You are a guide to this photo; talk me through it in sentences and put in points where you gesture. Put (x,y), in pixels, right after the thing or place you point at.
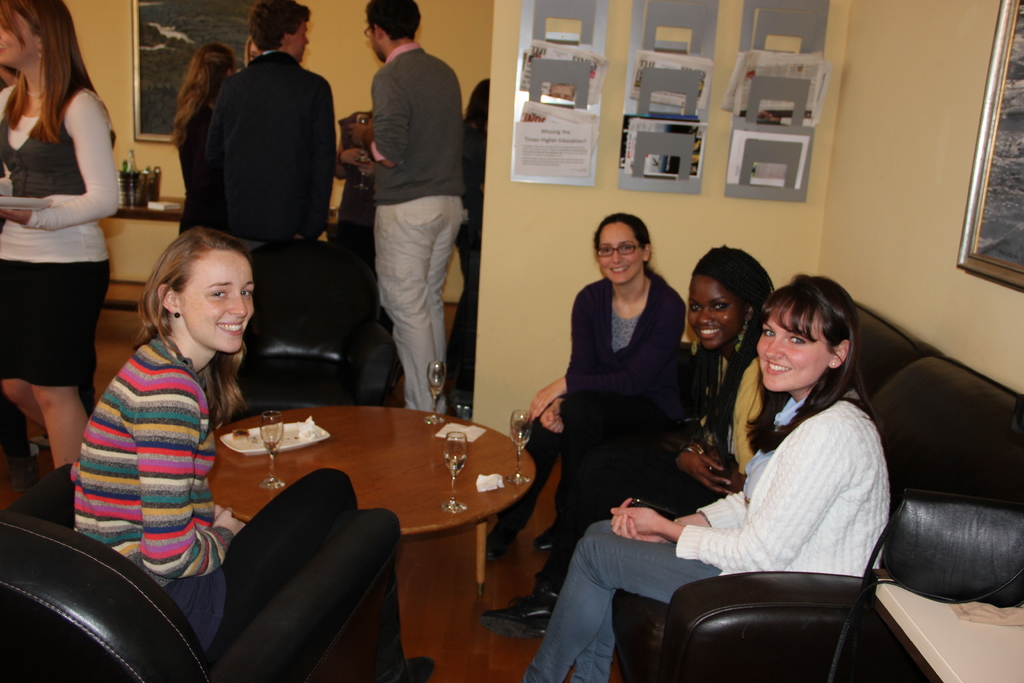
This image is clicked inside the room (859,12). There are many people (300,18) in this image. In the front (723,636), there are four persons (561,602) sitting in a black sofa (773,582). In the background (829,146), there is a wall (711,117) on which frame (997,241) and papers stands (654,150) are fixed. To the left (26,228), the woman (24,238) is wearing white dress (95,180).
